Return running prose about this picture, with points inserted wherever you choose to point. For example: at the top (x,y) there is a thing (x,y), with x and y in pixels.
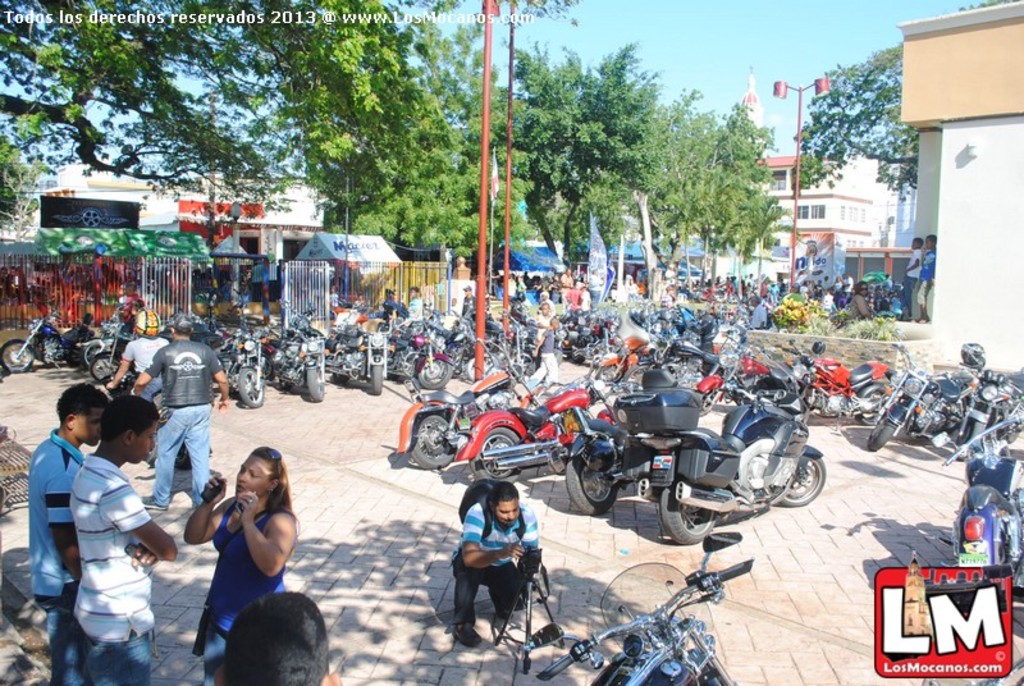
In this picture we can see bikes (910,383) parked in a line and person (531,528) carrying bag (472,504) taking picture with camera (516,573) and here three people (214,478) are talking to each other and in background (164,340) we can see man (148,325) on bike (118,336) wore helmet (154,314), fence (190,281), hut (310,244), house (291,215), tree (521,186), pole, light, banner (801,244).
